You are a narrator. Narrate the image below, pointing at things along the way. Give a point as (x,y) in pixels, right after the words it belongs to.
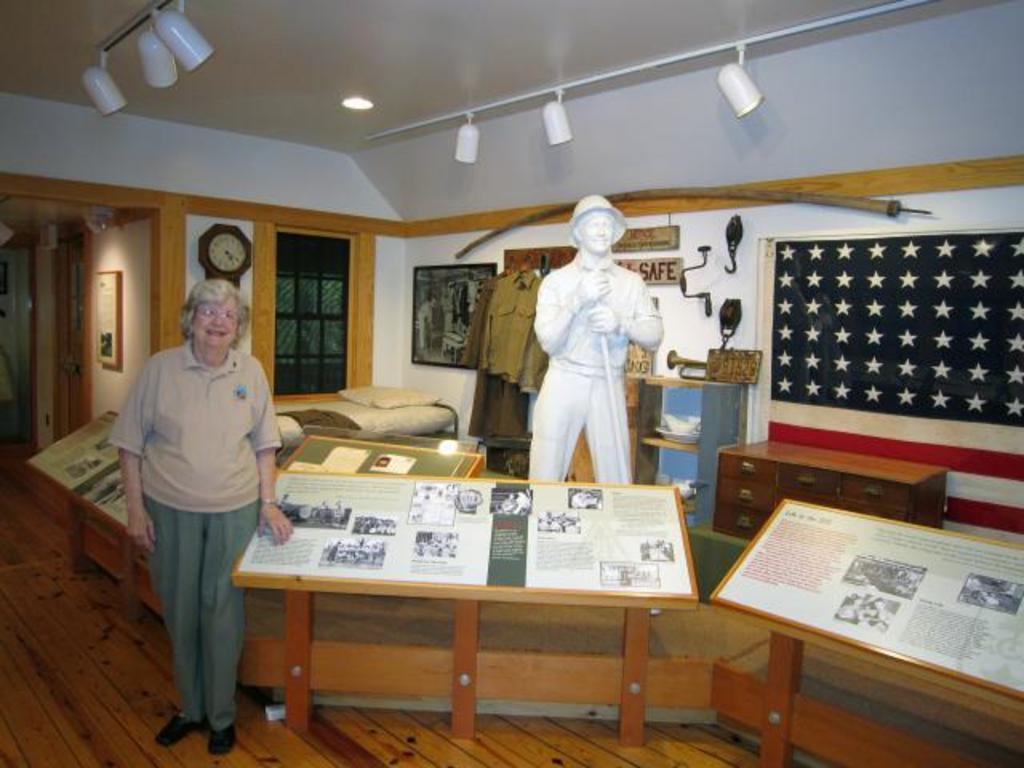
In this image I can see the person (129,436) standing and wearing the specs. To the side of the person (282,526) I can see many boards (505,541). In the background (564,377) there is a statue (561,390) of the person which is in white color. I can see the cupboard (725,478). I can also see the trumpet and many objects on it. To the side I can see the clothes (500,362). I can also see many boards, clock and frame (456,343) to the wall (668,138). There are lights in the top (368,110).
